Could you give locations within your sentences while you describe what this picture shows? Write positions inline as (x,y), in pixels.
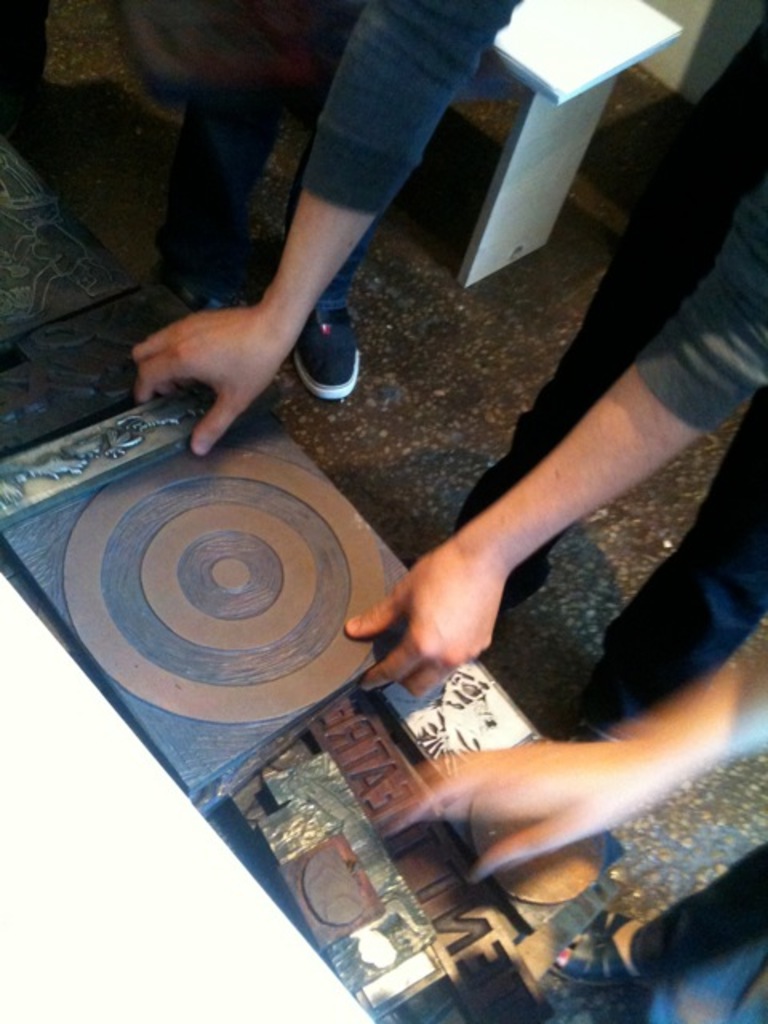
Here in this picture we can see people (319,94) standing on the floor (605,549) and they are trying to lift something which is present on the table (191,835) in front of them and behind them also we can see another table (524,126) present.
